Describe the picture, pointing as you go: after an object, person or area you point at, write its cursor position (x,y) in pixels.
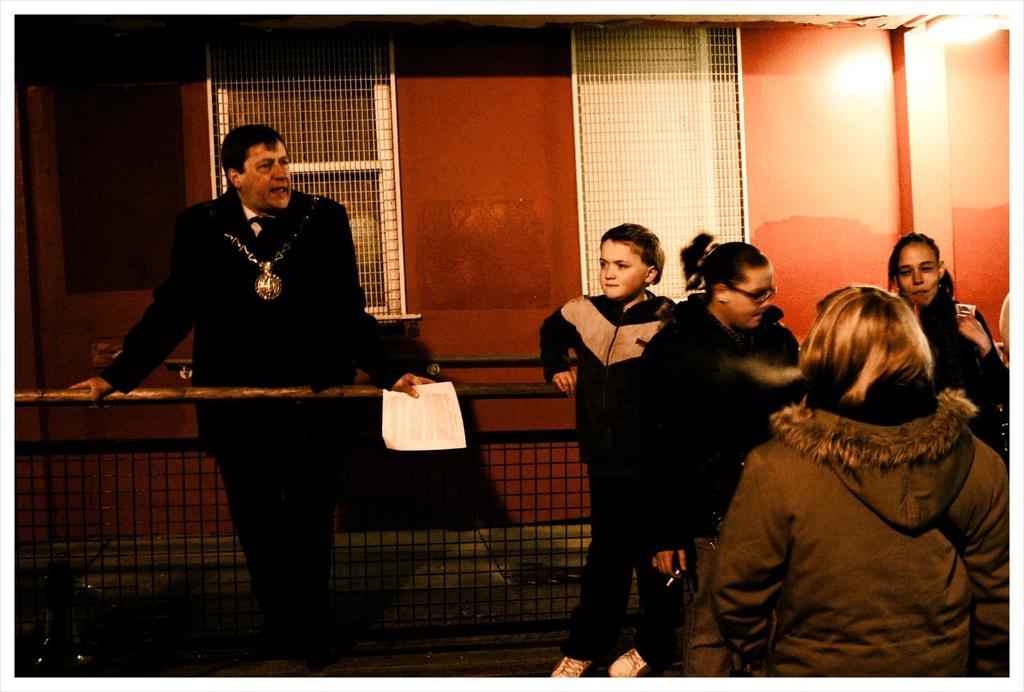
In this image we can see a few people (640,374) standing, among them some people (662,428) are holding the objects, in the background (405,114), we can see the windows (580,240) and the wall (142,527), also we can see the fence (150,537) and a pole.
